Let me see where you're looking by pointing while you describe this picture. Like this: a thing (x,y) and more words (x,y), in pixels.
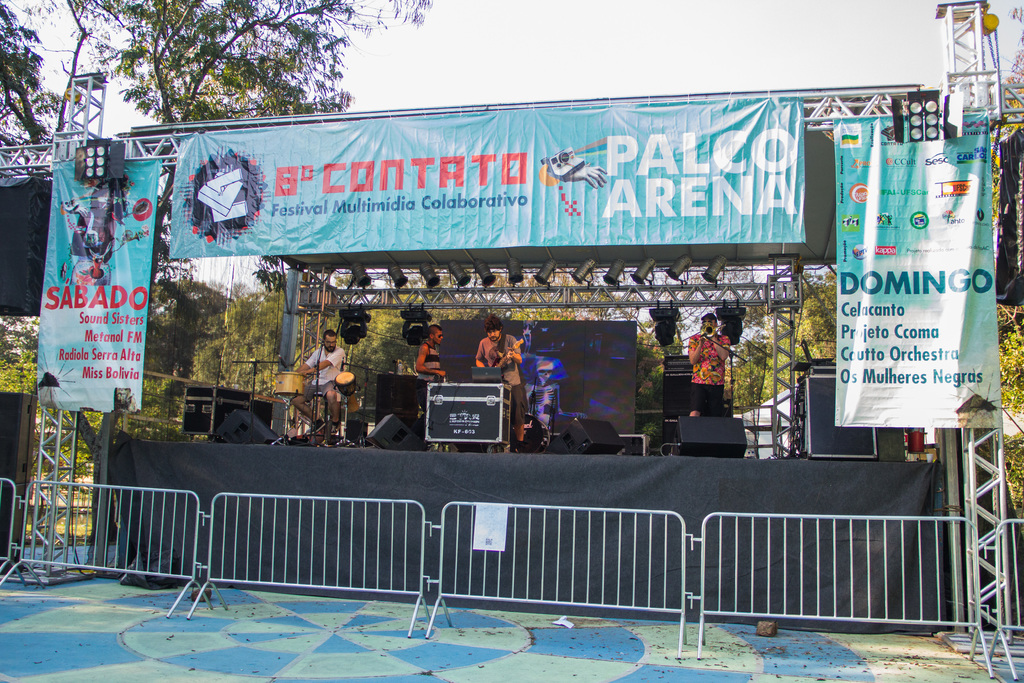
This picture is clicked outside. In the center (483,358) we can see the group of persons (490,350) playing musical instruments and we can see the musical instruments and some other objects (552,374) and we can see the metal rods (996,538), text (952,220) on the banners (849,192), focusing lights (95,167). In the background (411,34) we can see the sky (398,32) and trees (174,26).
